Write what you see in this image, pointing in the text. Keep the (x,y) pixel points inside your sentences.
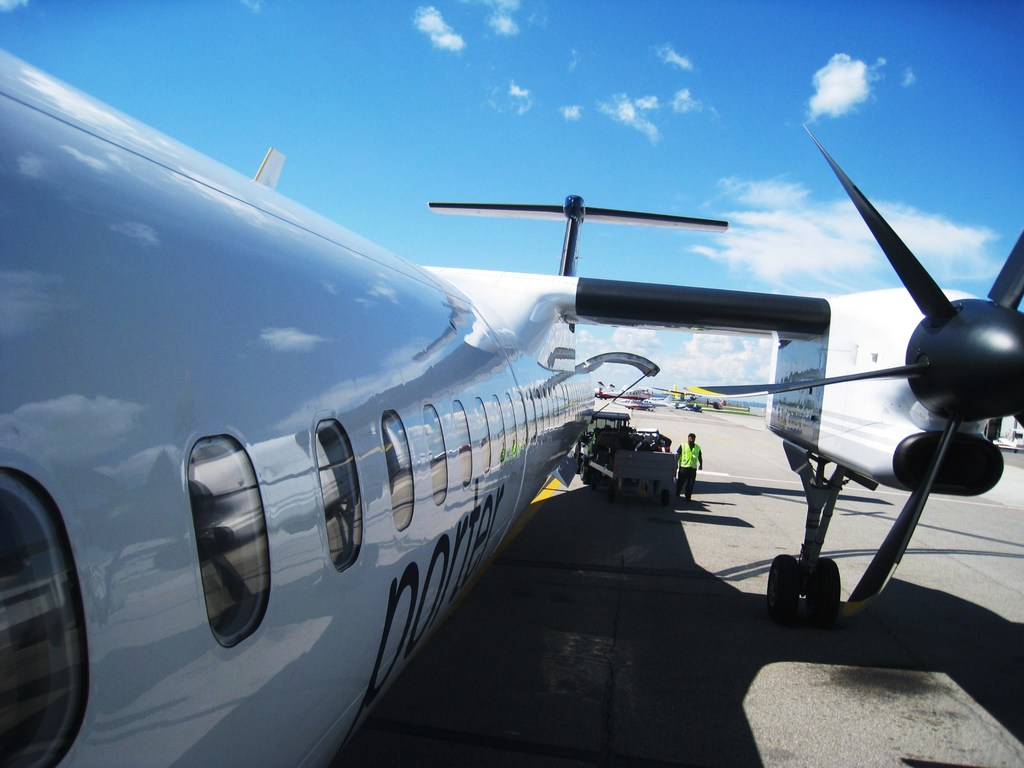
In this picture we can see an airplane (541,452) and a person (687,482) on the path (548,526). Behind the airplane (395,441) there are some other vehicles (640,406) and the sky (757,228).
